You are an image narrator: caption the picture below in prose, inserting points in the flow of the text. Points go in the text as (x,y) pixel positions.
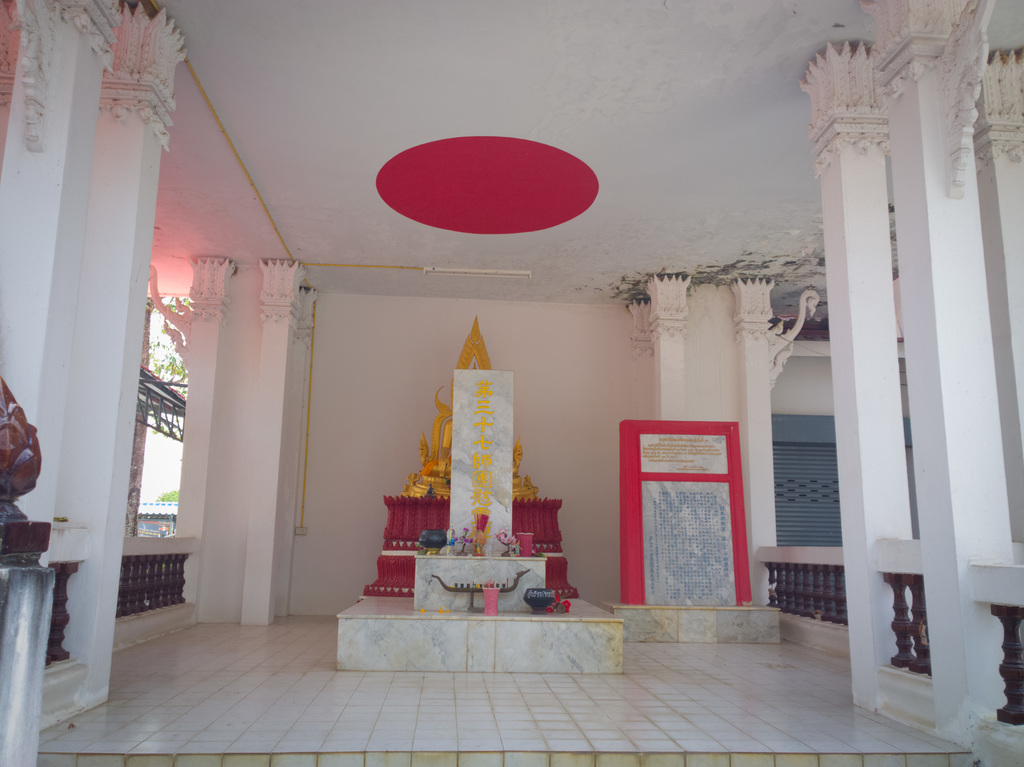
This is an inside view of a temple (546,403) and in the center of the image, we can see a statue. At the bottom (378,704), there is floor (399,695).
